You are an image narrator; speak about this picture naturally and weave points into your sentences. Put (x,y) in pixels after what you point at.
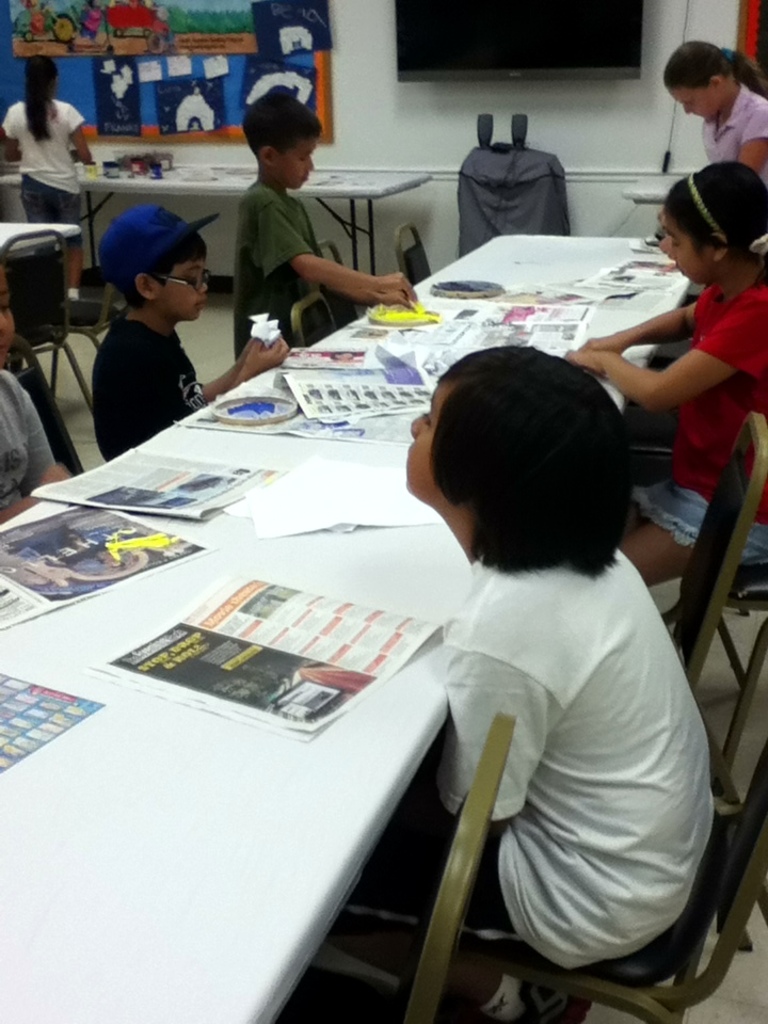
We can see board (196,60) and few posters (225,66), television (551,69) over a wall (595,118). Here on the table (33,662) we can see newspapers (290,420), papers (297,490) and painting trays (272,410). We can see students (575,657) sitting and standing in front of a table (517,280). This is a floor (208,343). Here we can see a bag (505,194).
